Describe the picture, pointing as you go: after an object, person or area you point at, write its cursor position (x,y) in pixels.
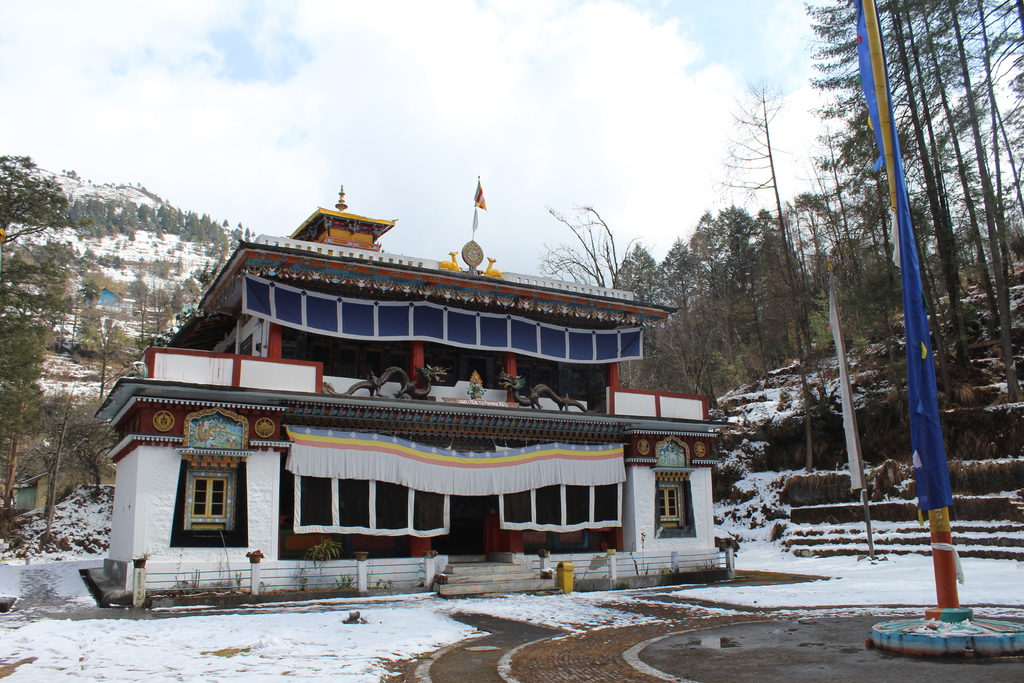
In this image I can see the building (531,553) in white color. In the background (31,121) I can see few trees (889,311) and the sky (256,112) is in blue and white color and I can also see the snow (151,627) in white color.
